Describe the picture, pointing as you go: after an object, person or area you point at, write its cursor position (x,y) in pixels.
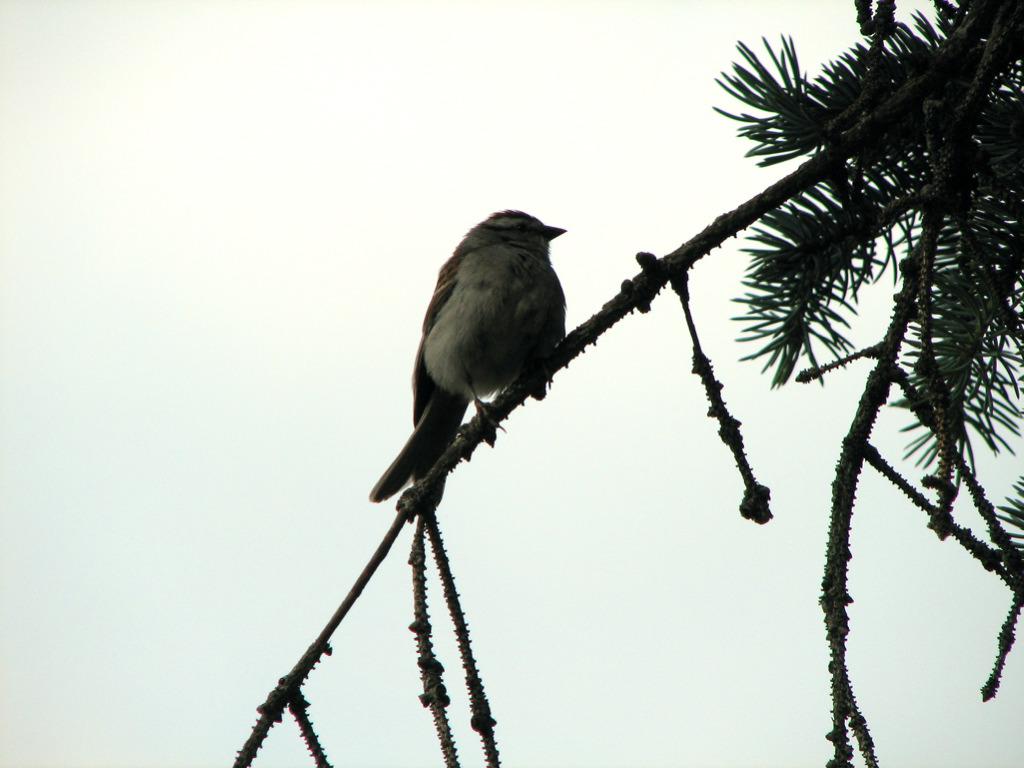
In this image in front (990,300) there is a bird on the branch (628,300) of a tree (893,323). In the background of the image (736,283) there is sky (210,328).
